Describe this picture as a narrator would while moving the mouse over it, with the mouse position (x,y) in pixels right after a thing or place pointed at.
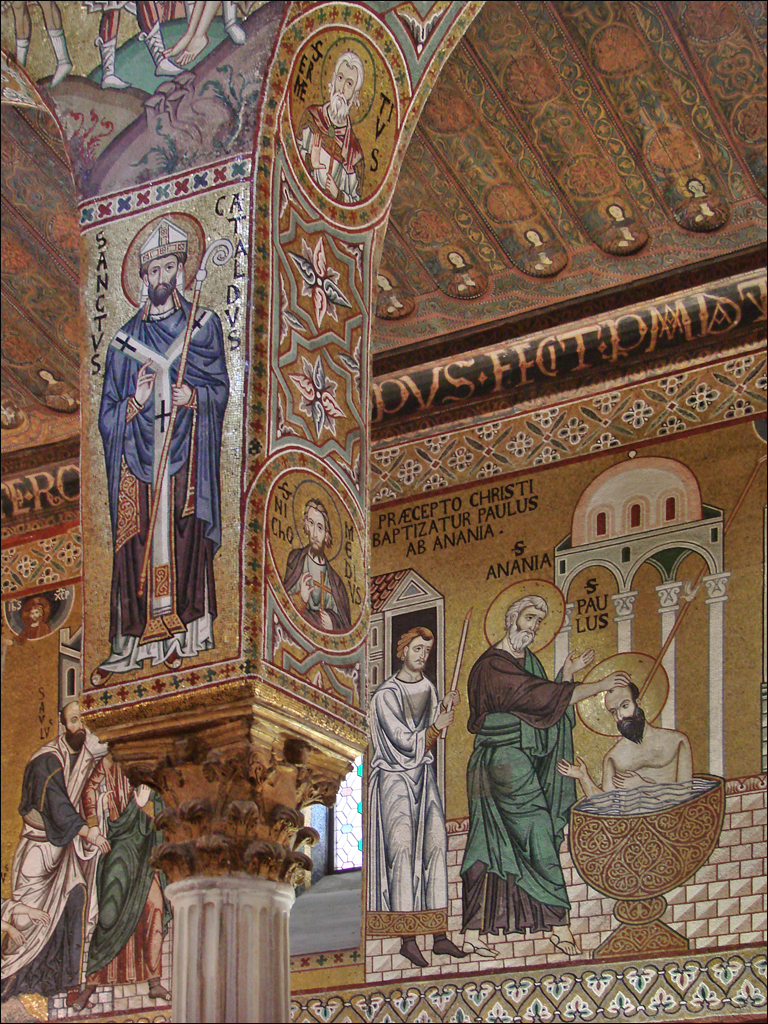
This image is clicked inside the hall (364,475). In this image there is a wall (548,711) on which there are so many characters pictures (521,790). In the middle (257,503) there is a pillar (174,757). On the pillar (184,333) there is a design (325,359) in between the two images (313,182). On the left side (170,374) there is a picture (164,394) of the man (162,477) on the pillar (115,636).
